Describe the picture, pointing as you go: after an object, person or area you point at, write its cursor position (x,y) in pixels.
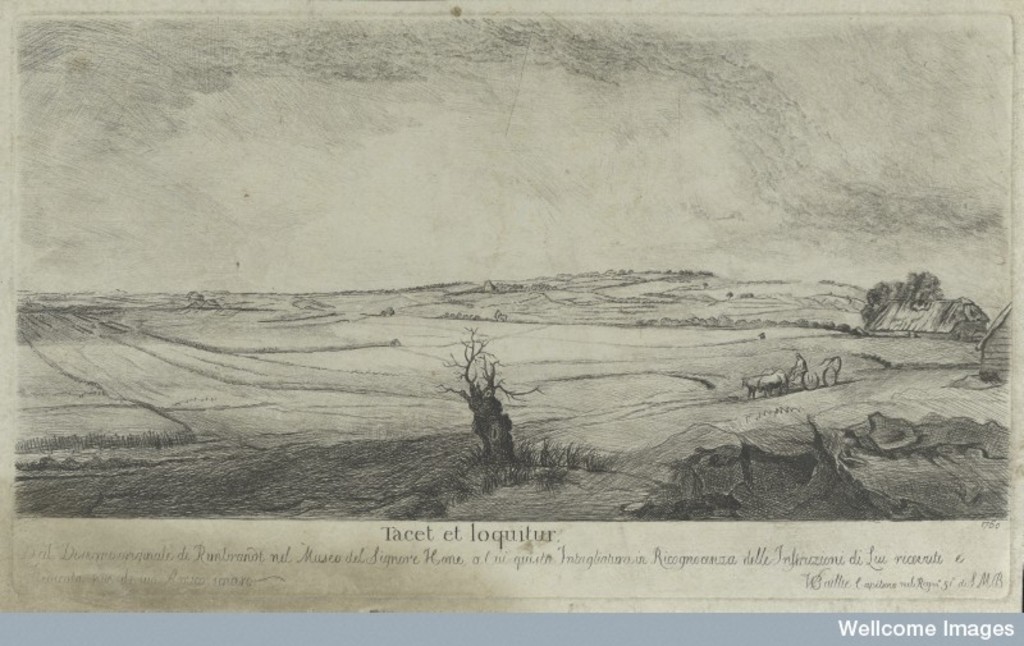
In this image I can see a paper (463,435), on the paper (660,425) I can see dried trees (481,402), bullock cart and a house (976,327). I can see something written on the paper (370,574).
